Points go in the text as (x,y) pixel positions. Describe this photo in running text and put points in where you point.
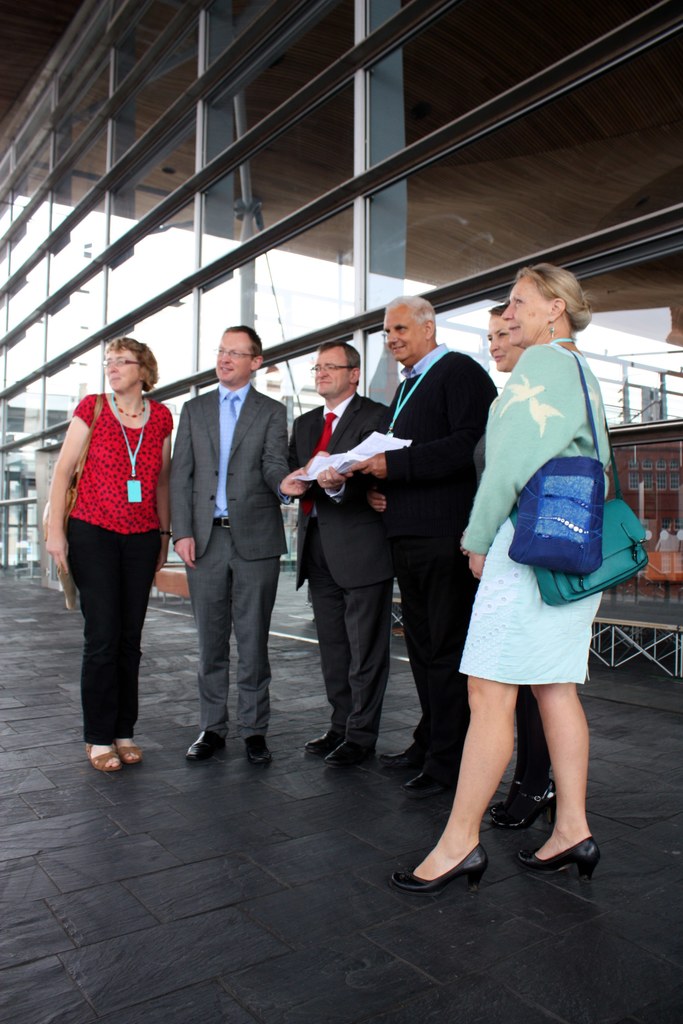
This is the picture of some people (396,427) who are standing, among them there are guys (368,541) and the other three (503,487) are ladies (519,485) who are wearing bags (617,472) and behind there is a glass wall (379,152) and some poles (198,230).
